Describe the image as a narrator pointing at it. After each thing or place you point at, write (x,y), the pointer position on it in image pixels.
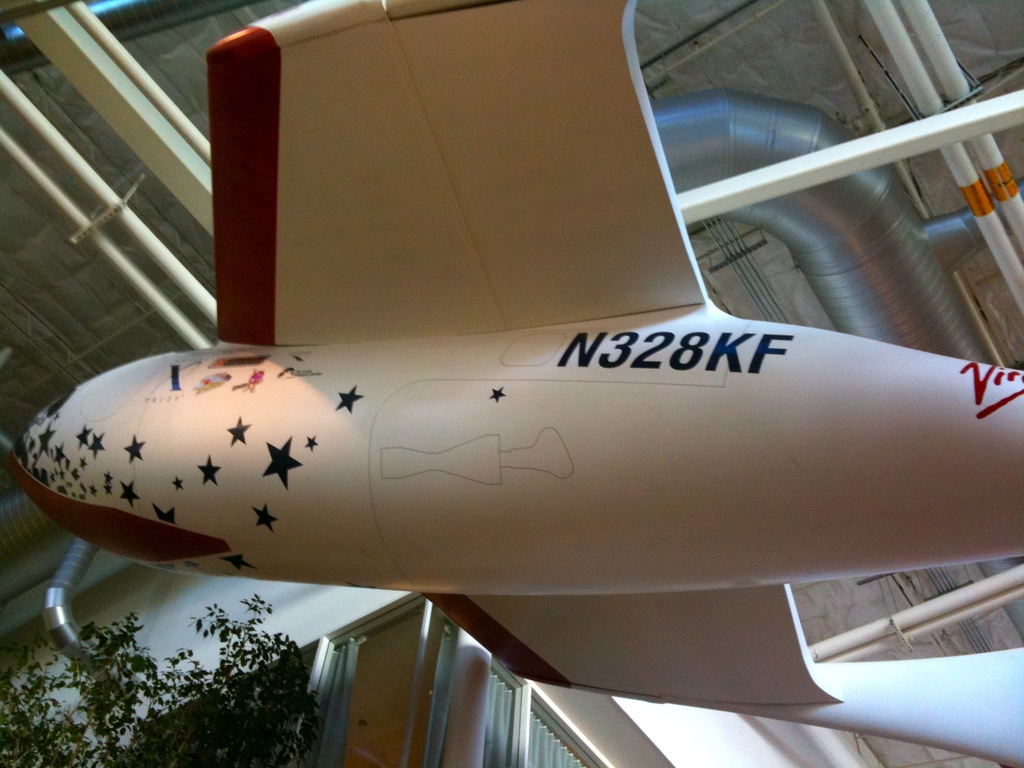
In this image I can see an aircraft (628,411) and something is written on it. To the left (122,706) there is a plant (152,692). In the top (908,210) I can see the pipes (757,133) which are in white and silver color.
